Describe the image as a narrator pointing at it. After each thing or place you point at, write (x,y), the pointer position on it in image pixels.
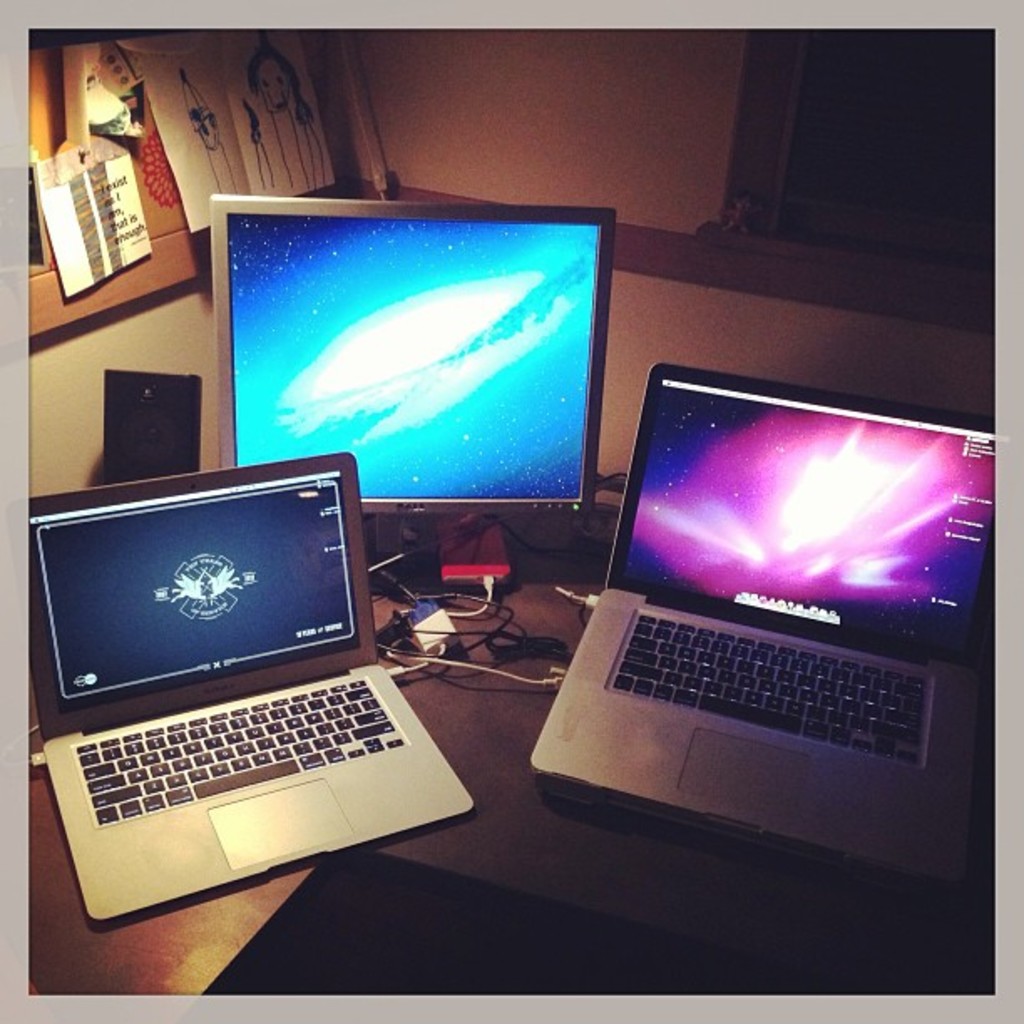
In this image, we can see two laptops (827,838) and a monitor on the surface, we can see the wall (520,135) and we can see some papers (193,135) pasted on the board (135,174).
